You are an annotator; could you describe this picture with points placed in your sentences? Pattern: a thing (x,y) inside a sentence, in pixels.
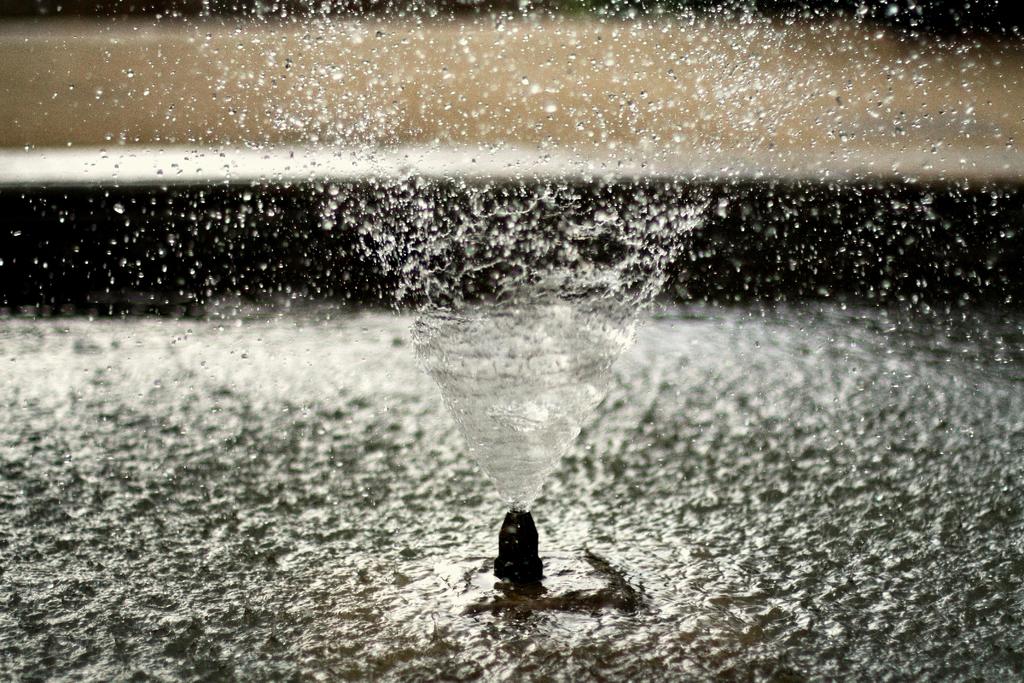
In this picture we can see water (797,424) from a sprinkler (525,554).
